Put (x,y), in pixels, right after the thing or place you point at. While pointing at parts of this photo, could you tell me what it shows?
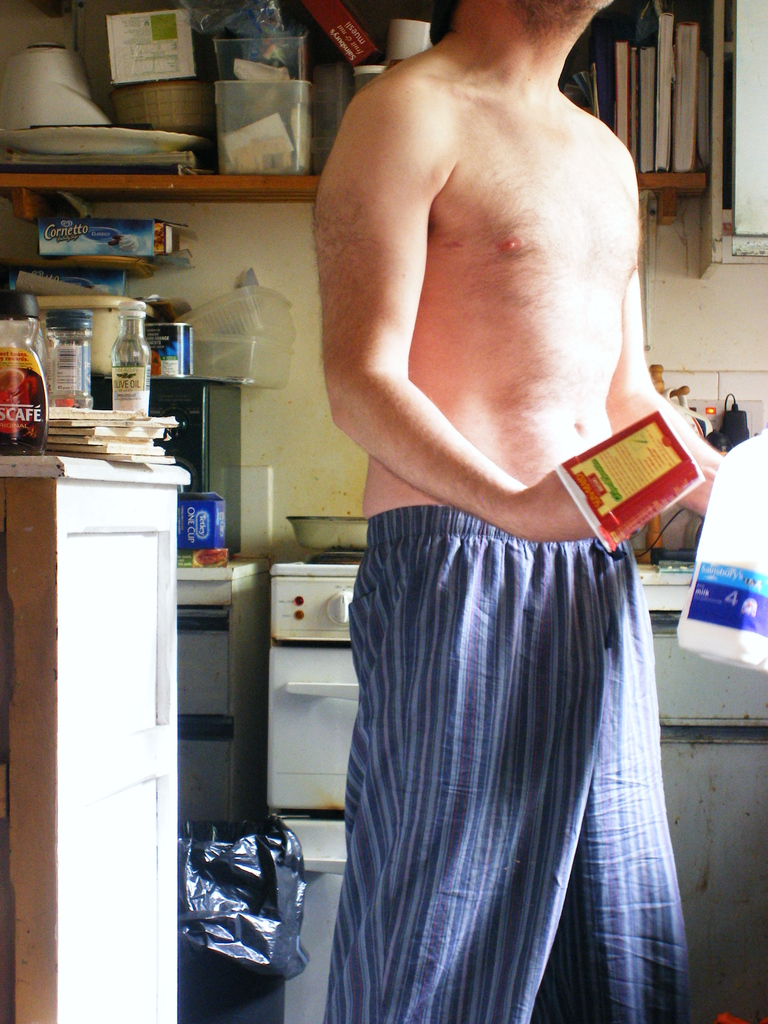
In this image there is a man (503,420) who is holding the box (624,507) with one hand (558,485) and a bottle (733,517) with another hand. In the background (138,156) there is a shelf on which there are boxes (225,89) and some books (642,87). In the background (301,608) there is a stove (301,582) on which there is a pan (321,527). On the left side (73,501) there is a cupboard (111,463) on which there are books (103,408) and bottles (71,345). At the bottom (255,870) there is a black color cover (210,836). In the background (216,557) there is a table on which there are jars (55,337), boxes (93,234).
